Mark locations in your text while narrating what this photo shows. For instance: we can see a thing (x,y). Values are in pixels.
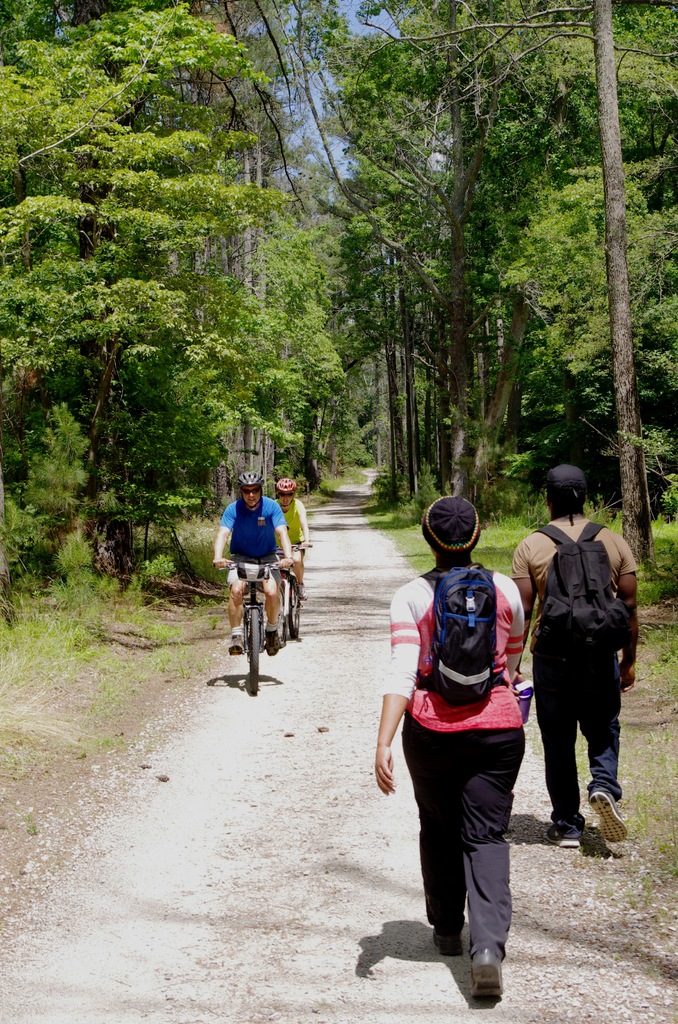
On the right side (479,931) 2 persons (495,728) walking on the way (518,831). On the left side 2 persons (268,605) are riding the cycles (281,608) and these are the green trees (309,268).
